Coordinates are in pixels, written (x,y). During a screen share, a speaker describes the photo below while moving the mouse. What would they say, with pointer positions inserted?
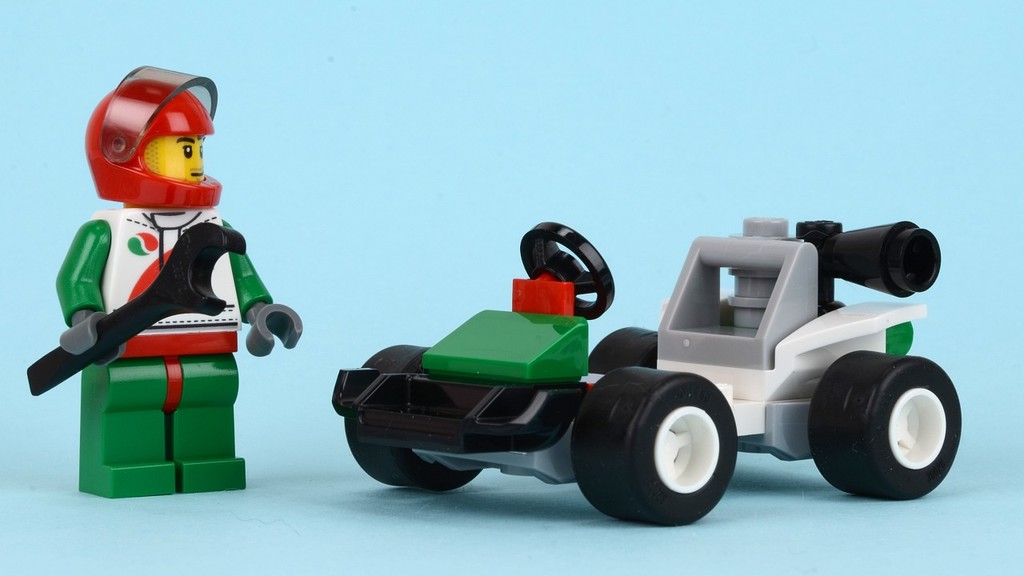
in the image i can see two toys (427,393) and the background (856,42) is blue.
